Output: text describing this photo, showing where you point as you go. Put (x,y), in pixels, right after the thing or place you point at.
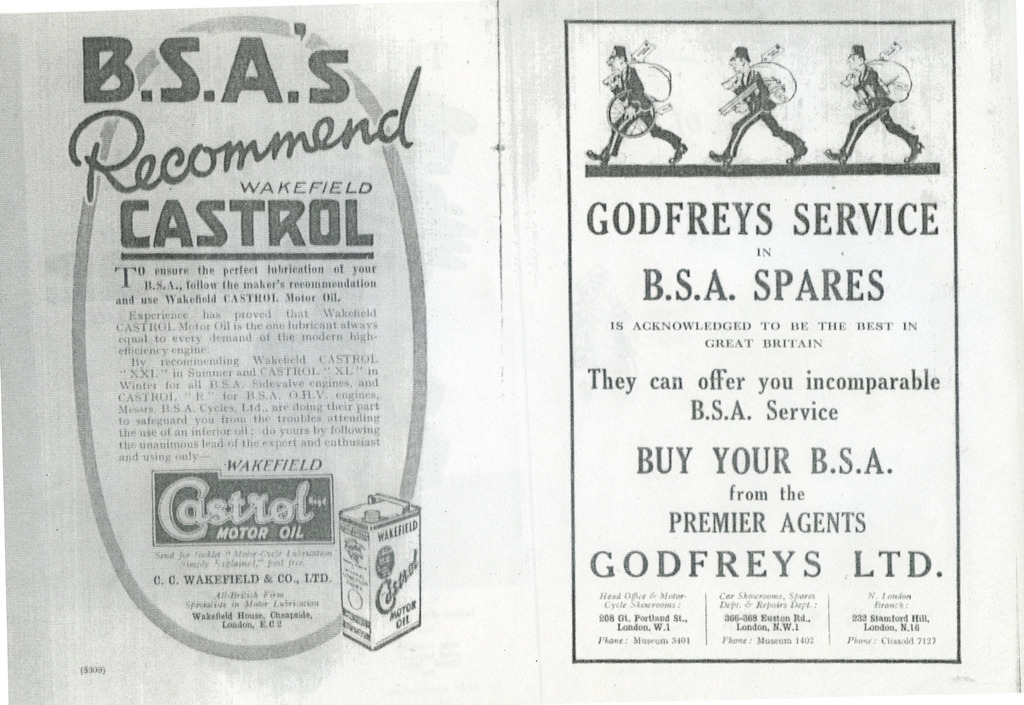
In this image I can see something is written. On the top right side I can see few cartoon characters (748,76).
